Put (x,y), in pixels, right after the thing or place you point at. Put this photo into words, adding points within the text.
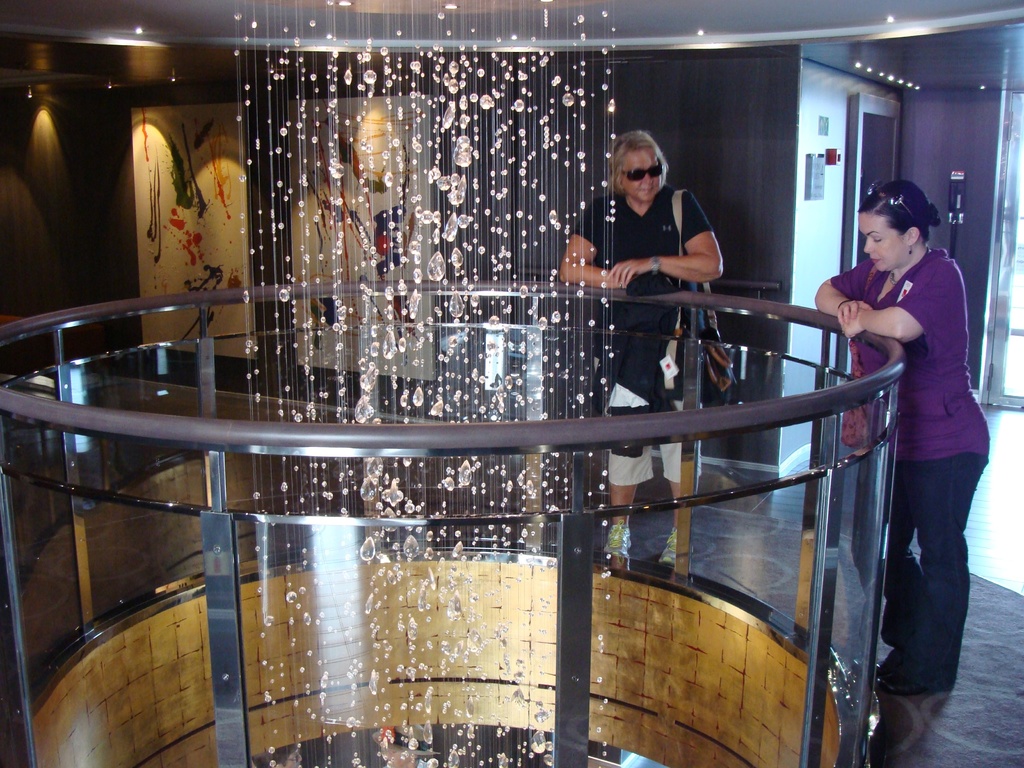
In the middle of the image (534,346) we can see crystal beads (467,248) and few metal rods (685,531), outside the metal rods (823,532) we can see two persons (633,167), in the background (56,106) we can find lights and a painting (166,250) on the wall (106,230).
